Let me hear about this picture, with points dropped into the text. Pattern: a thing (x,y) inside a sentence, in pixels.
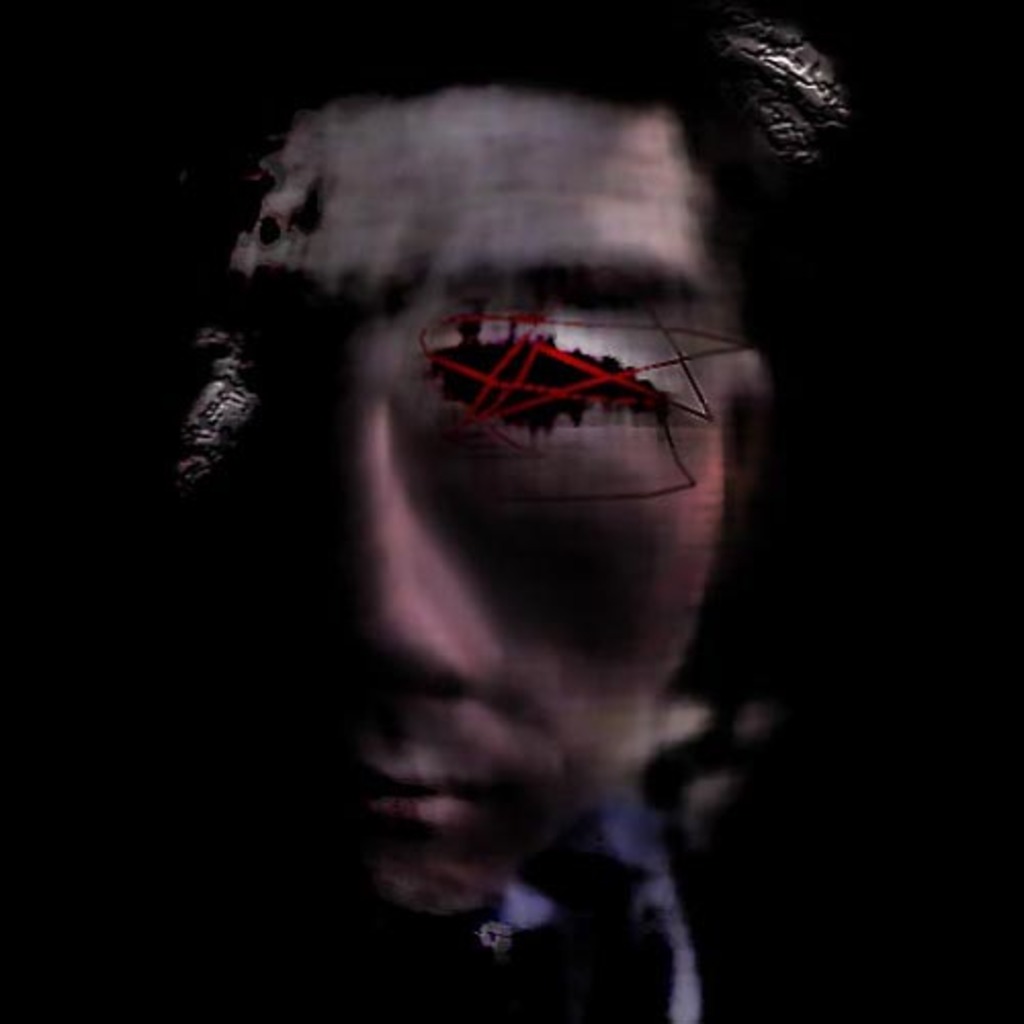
In this picture I can observe a graphic (367,451). There is a face (383,545) of a person (658,192). The background (277,649) is completely dark.
